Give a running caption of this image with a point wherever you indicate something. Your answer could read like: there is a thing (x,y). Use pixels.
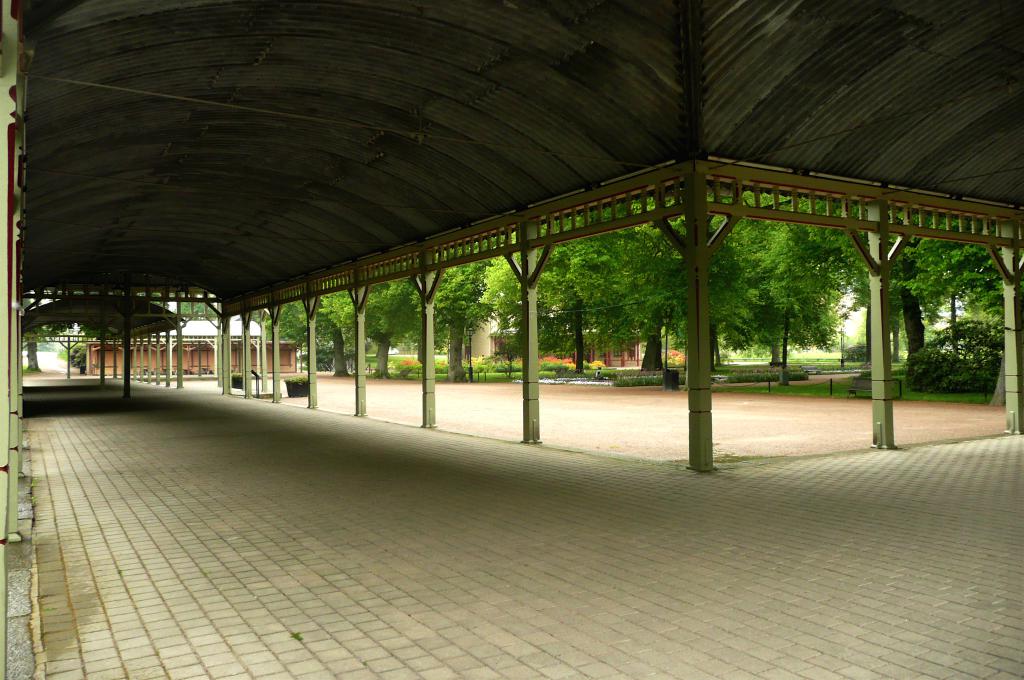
In this picture we can see a path (474,667), pillars (279,364), buildings (190,354), grass (808,385) and in the background (993,291) we can see trees (713,286).
